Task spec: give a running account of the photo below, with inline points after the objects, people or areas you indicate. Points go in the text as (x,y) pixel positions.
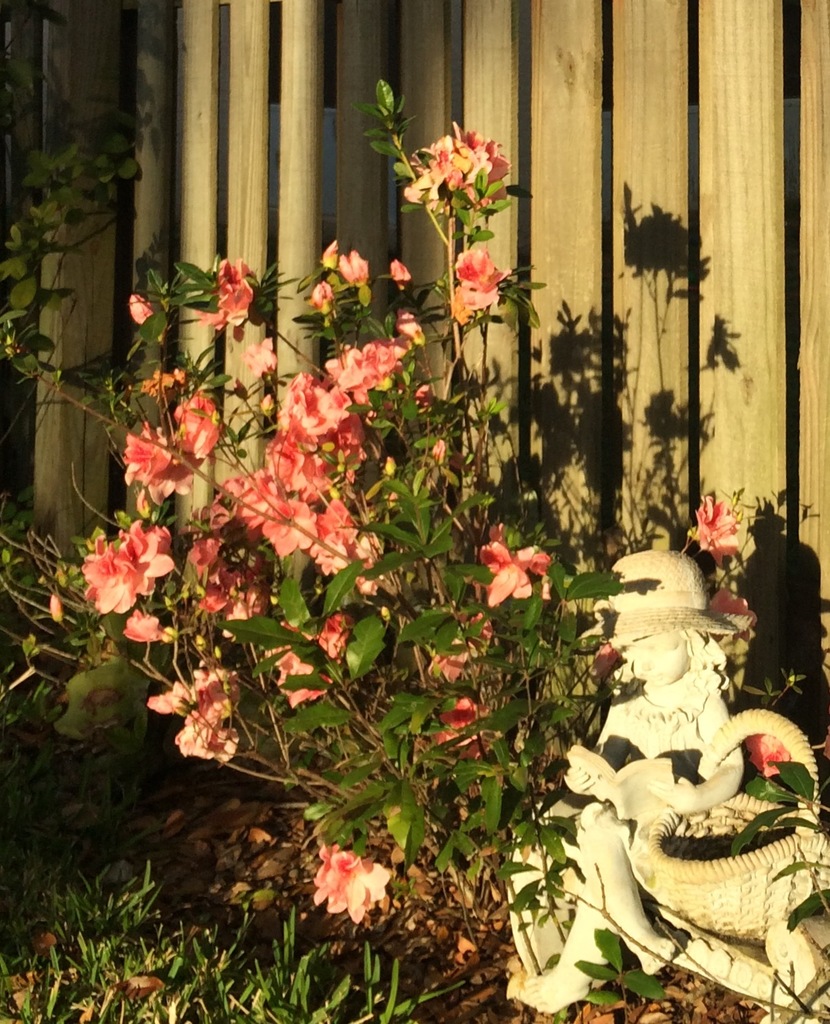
In this image we can see few flowers (362,445) and leaves (289,577) of a plant (295,595), beside the plant (364,695) there is a statue (648,837), behind the plant (524,740) there is a wooden wall (365,173).
